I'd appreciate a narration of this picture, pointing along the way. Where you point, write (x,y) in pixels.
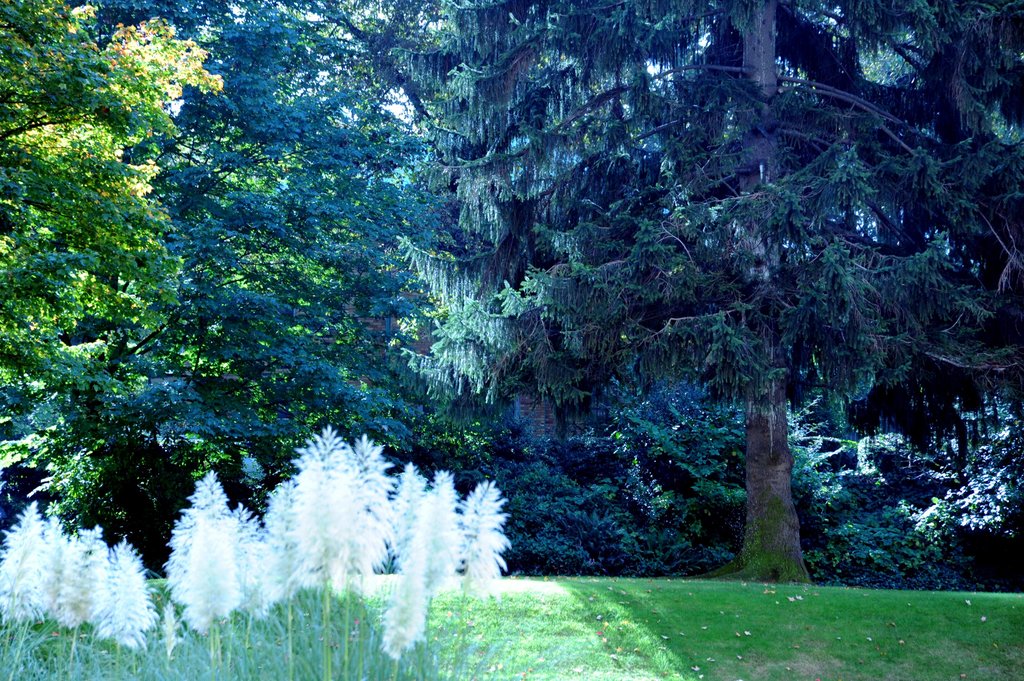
In this picture we can see grass (697,587), trees (479,371) and plants (686,555).
